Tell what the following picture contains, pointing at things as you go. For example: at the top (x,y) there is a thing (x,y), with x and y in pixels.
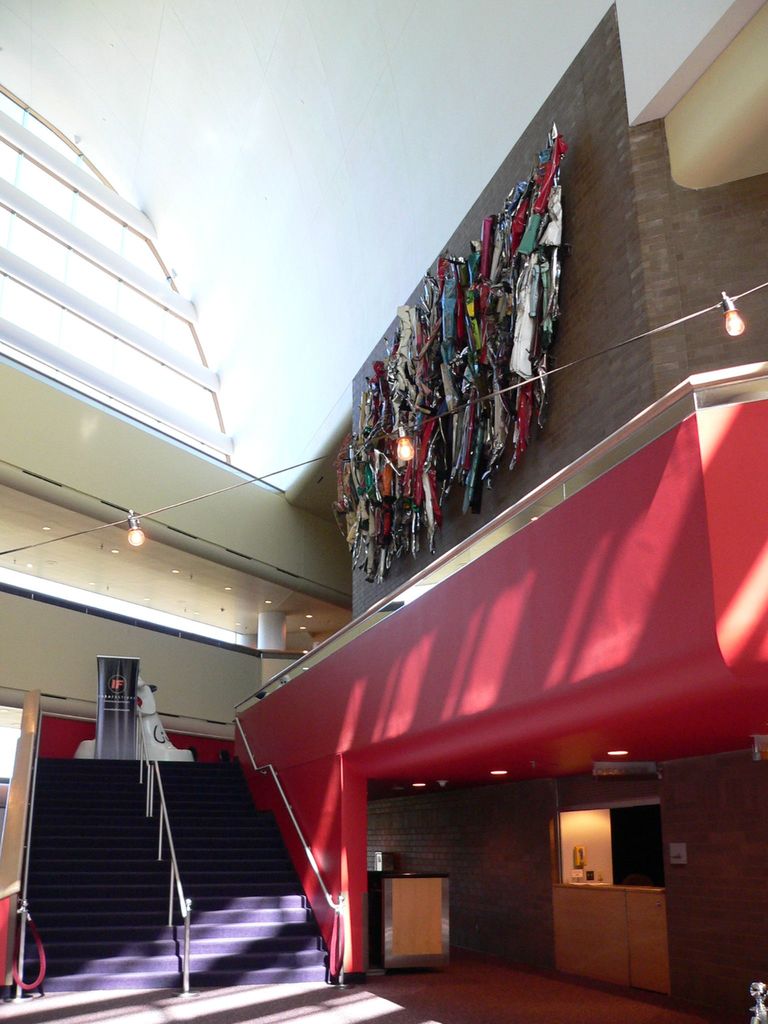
In this image we can see stairs (232,895), at the right side of the image (575,875) there is shop (609,839), cupboards (581,951) and at the top of the image (621,197) there are some lights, wall (718,333).
